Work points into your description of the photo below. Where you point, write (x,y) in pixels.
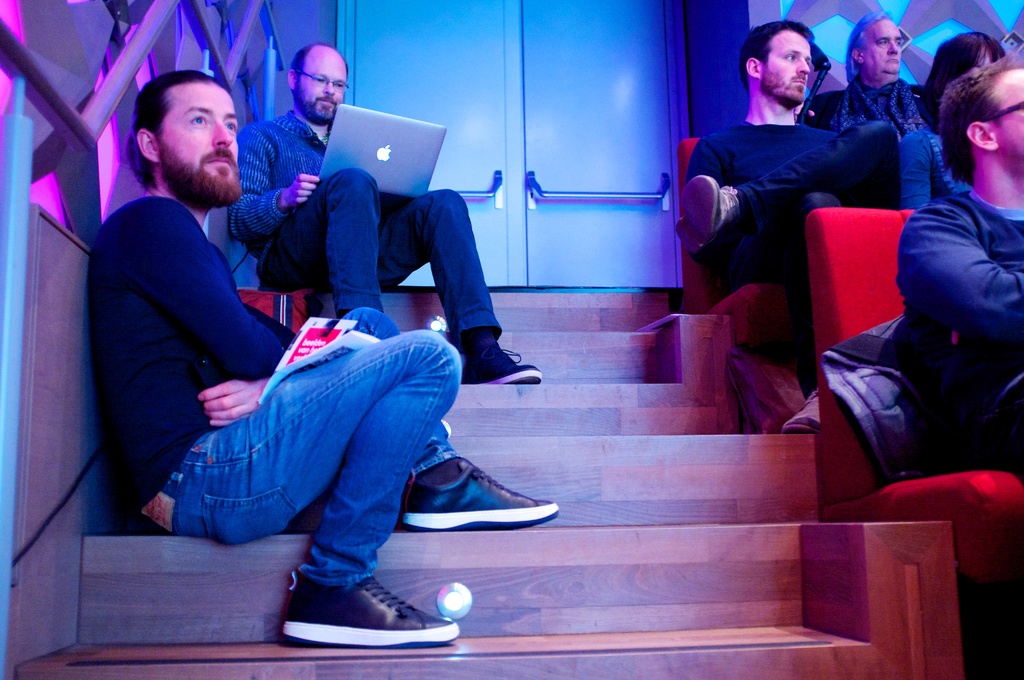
In this image, on the right (883,157), there are some people (907,313) sitting on the chairs (838,321) and we can see some other people (333,376) sitting on the stairs (506,575) and one of them is holding a laptop (353,168). In the background (275,100), there are rods (241,38), door (505,62), lights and we can see a wall (818,31).
